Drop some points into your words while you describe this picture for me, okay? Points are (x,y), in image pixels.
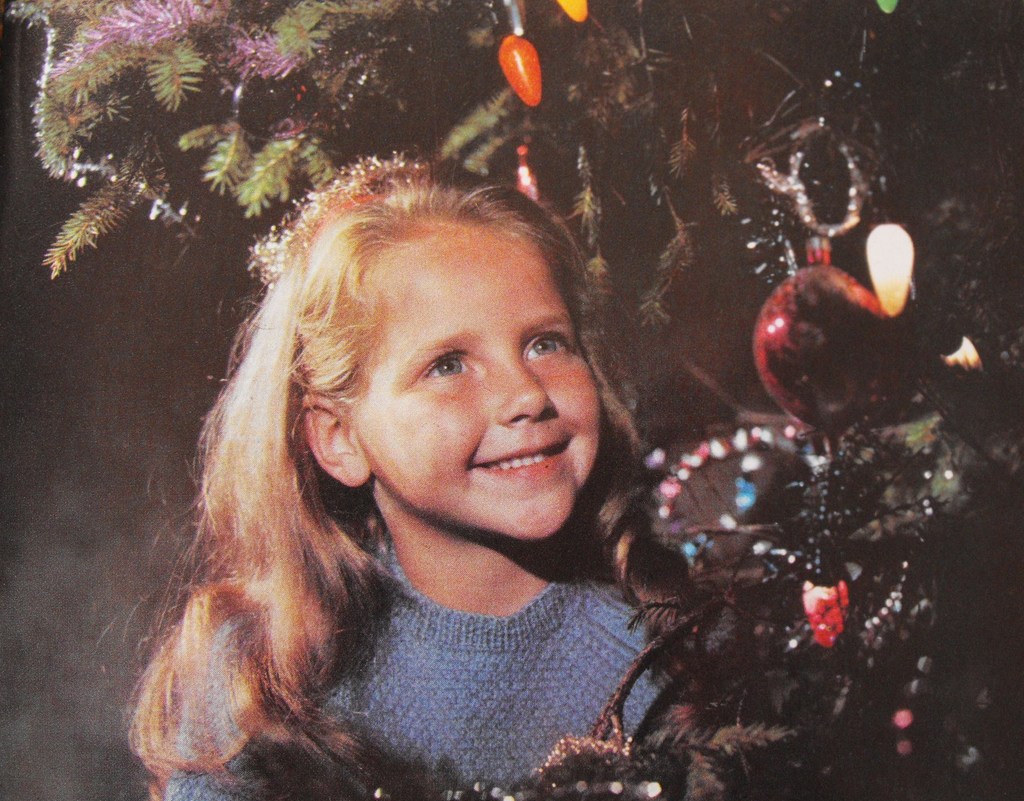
In this picture we can see a girl (385,614) smiling and beside to her we can see a tree (850,114) with some objects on it.
